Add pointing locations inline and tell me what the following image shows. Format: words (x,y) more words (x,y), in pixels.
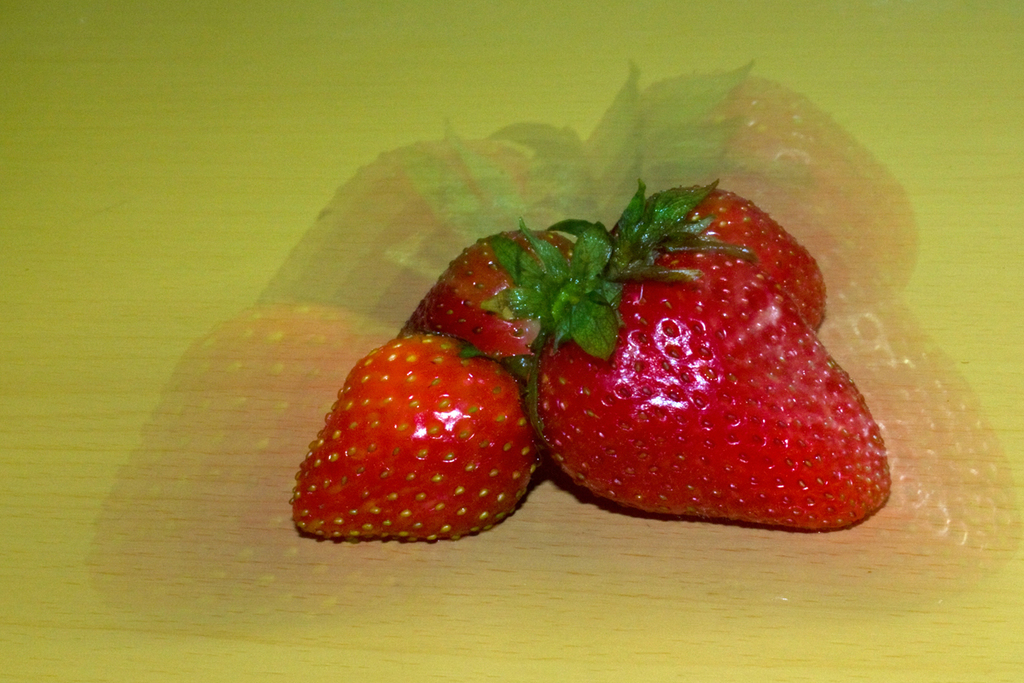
In this edited image, there are strawberries (521,427) on the wooden surface (461,657).
